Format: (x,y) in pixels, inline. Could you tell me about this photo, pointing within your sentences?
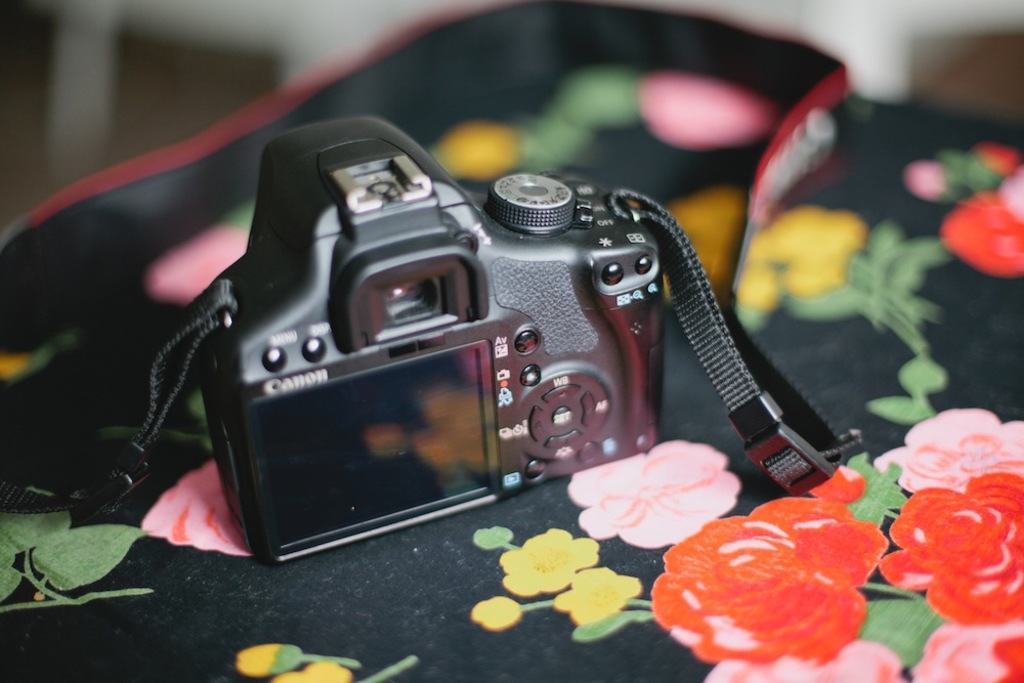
In this image we can see a camera (395,411) placed on the cloth (690,476) with floral print (550,541).
